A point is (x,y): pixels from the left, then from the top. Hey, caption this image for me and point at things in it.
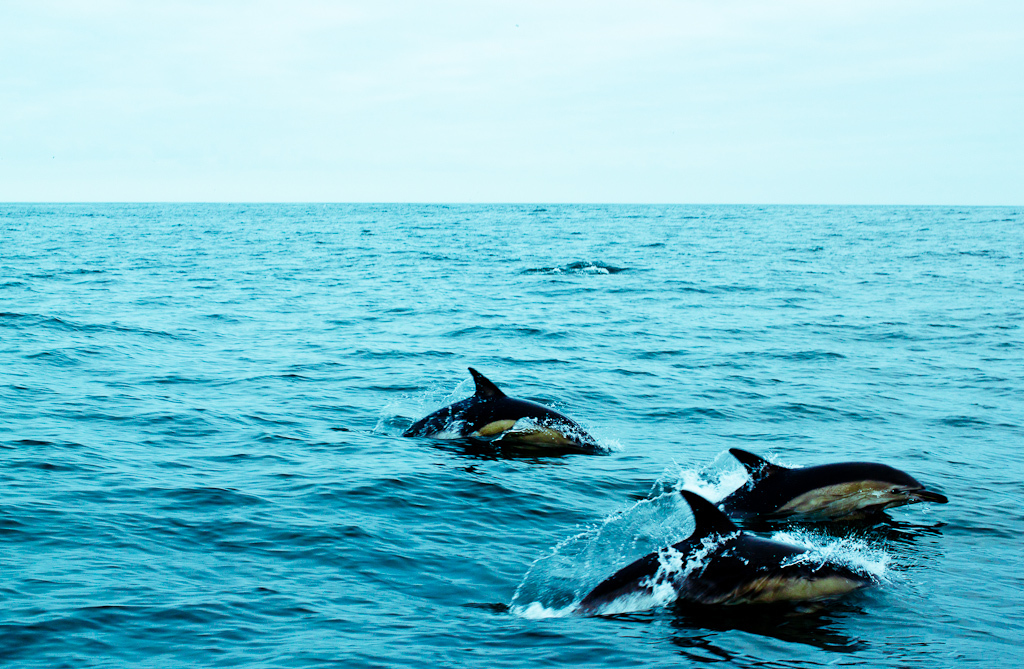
This picture shows few dolphins (459,429) in the water (226,345) and a cloudy Sky (583,100).
